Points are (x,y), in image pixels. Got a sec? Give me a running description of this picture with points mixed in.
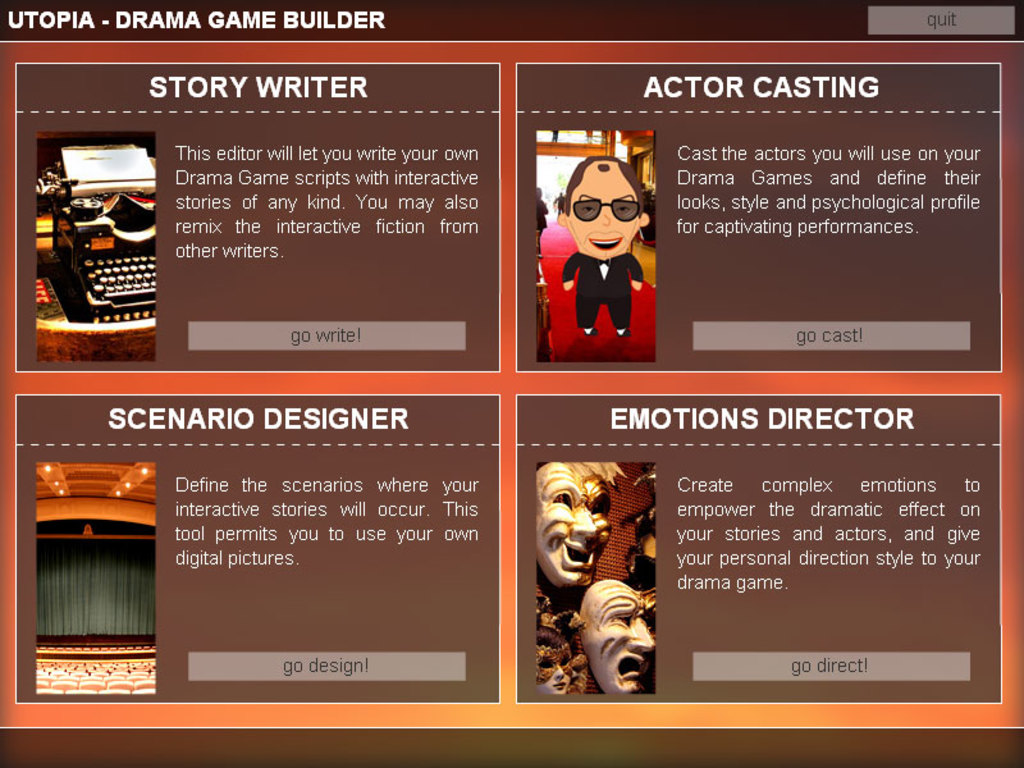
This image is a photocopy of a screen (383,321). In this image we can see text (889,202) and images (599,637).
